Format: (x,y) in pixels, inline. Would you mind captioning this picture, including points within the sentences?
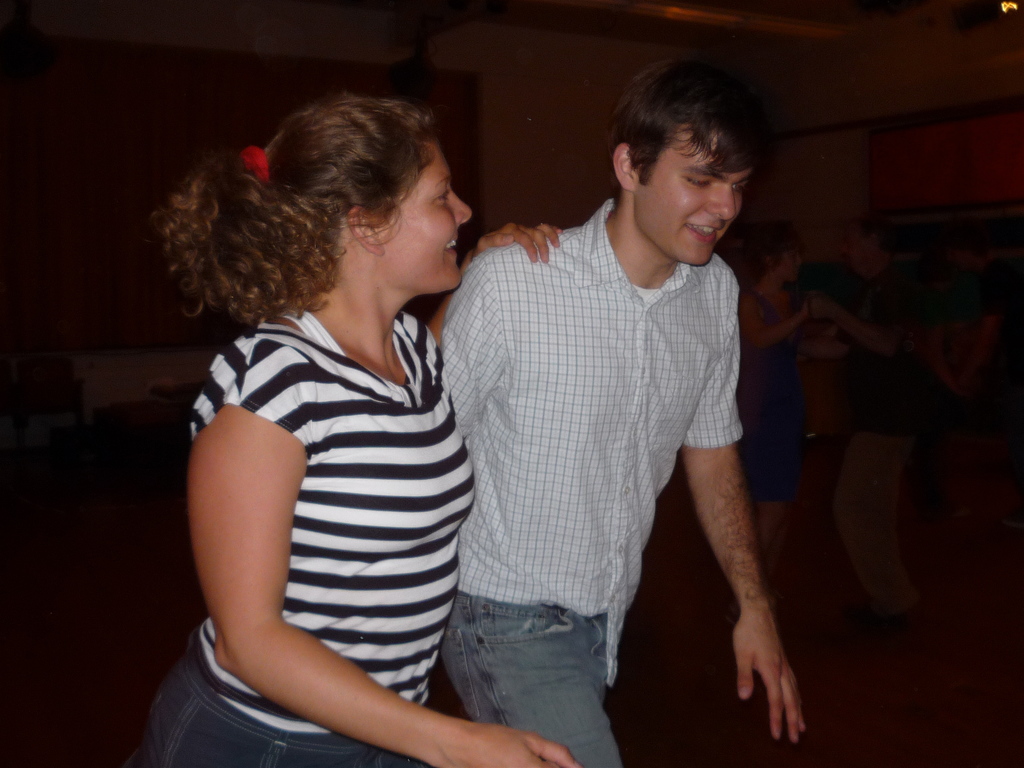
In front of the picture, we see a man (611,369) and a woman (375,399) are standing. Both of them are smiling. Beside them, we see a man (892,428) and a woman (762,309) are dancing. On the left side (45,377), we see a chair (65,409). In the background (538,124), we see a wall (809,220) and a curtain (926,147). This picture might be clicked in the dark.
